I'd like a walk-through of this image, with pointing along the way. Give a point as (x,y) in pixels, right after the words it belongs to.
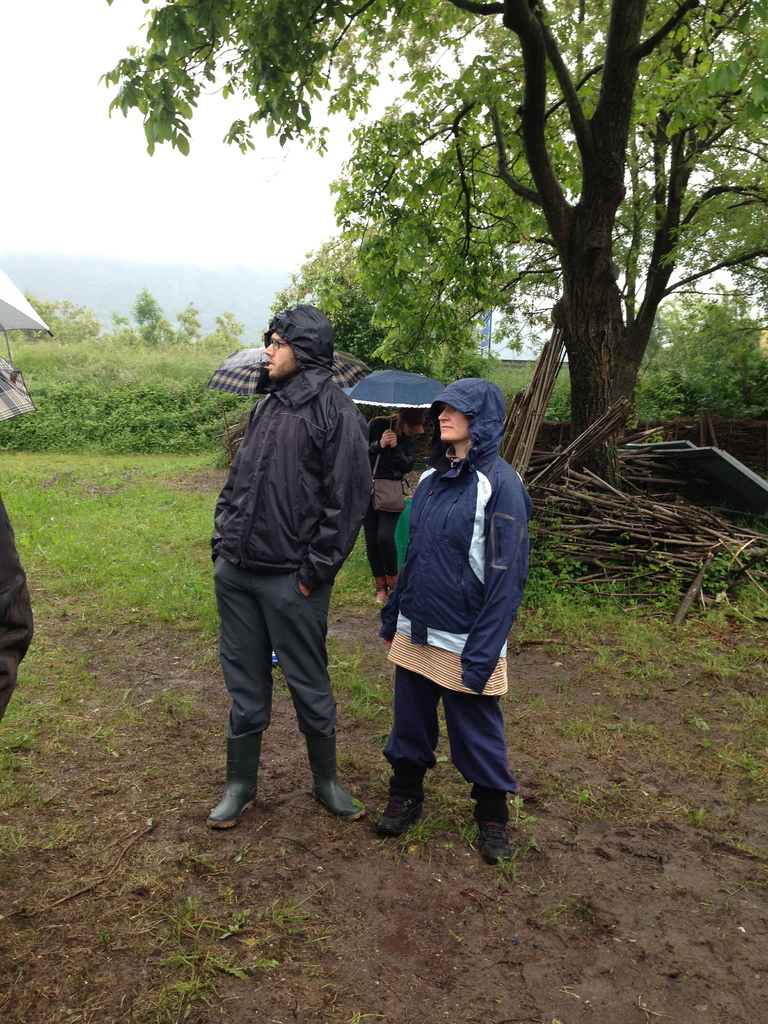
This picture might be taken from outside of the city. In this image, in the middle (322,541), we can see two people (413,545) man (270,518) and woman (451,553) are standing on the land (672,990). On the right side (630,434), we can see some trees (643,392), plants (679,379) and some wood sticks (742,559). On the left side (10,622), we can see a person (17,590). In the background (370,420), we can see two people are standing under the umbrella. In the background (242,329), we can see some trees (405,323), plants (57,306), hill (15,256). At the top (99,125), we can see a sky (133,174), at the bottom (565,902), we can see a grass (128,612) on the land (165,855).
